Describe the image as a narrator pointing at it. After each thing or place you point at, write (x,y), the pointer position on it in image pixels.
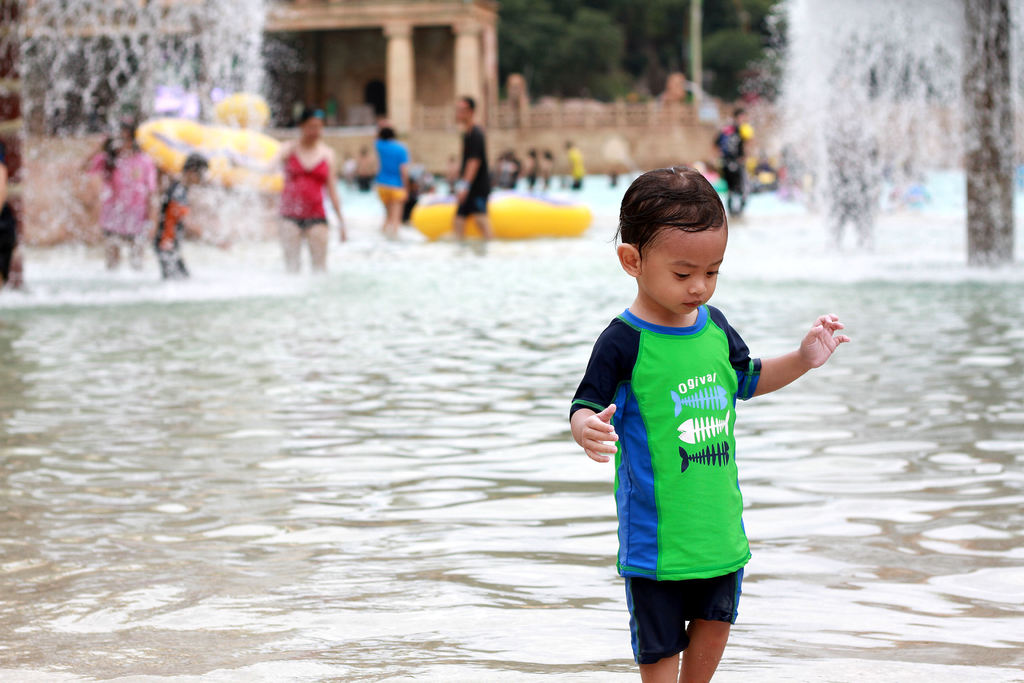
In this picture I can see there is a baby child (639,338) standing in the water (289,358) and in the backdrop (441,46) I can see there is a building (461,64) and a wall (419,148).
